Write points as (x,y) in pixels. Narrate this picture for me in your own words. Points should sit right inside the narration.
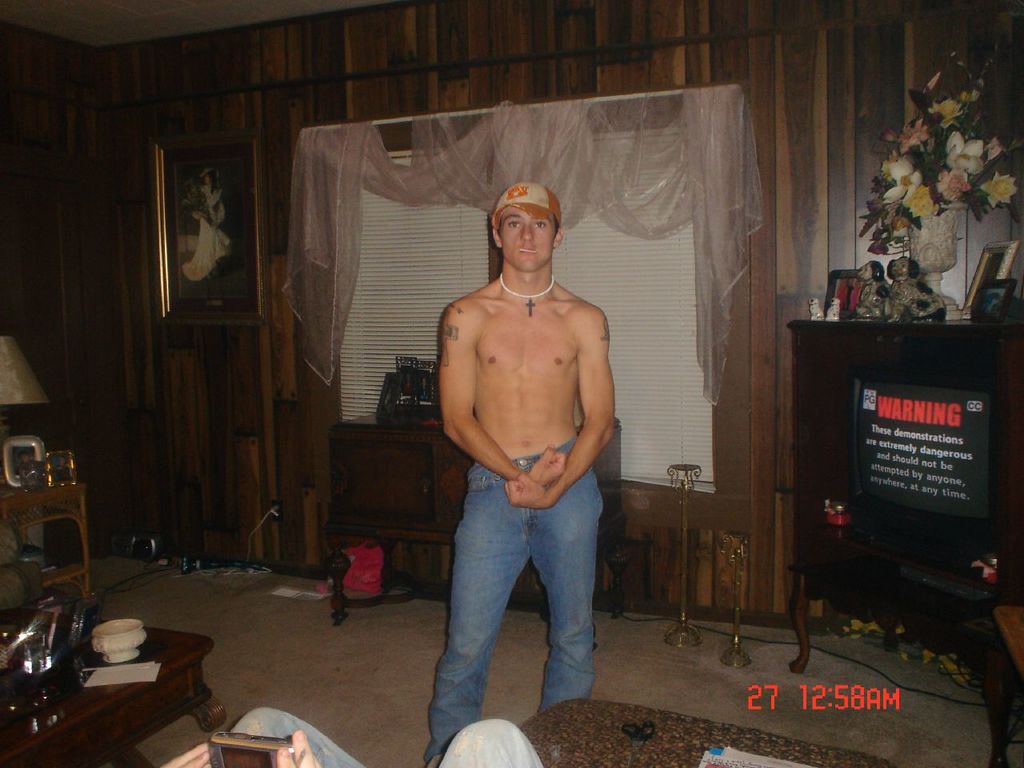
In the center of the image (485,396) there is a person (516,269) wearing a cap (524,204). In the background of the image (243,259) there is a wooden wall (225,80) with a photo frame (215,195). To the right side of the image (822,506) there is a TV stand (866,359) on which there are objects (893,136). To the left side of the image (162,688) there is a table (174,670). At the bottom of the image (349,690) there is carpet (377,738). There is a person (324,743) holding a camera (252,743).
